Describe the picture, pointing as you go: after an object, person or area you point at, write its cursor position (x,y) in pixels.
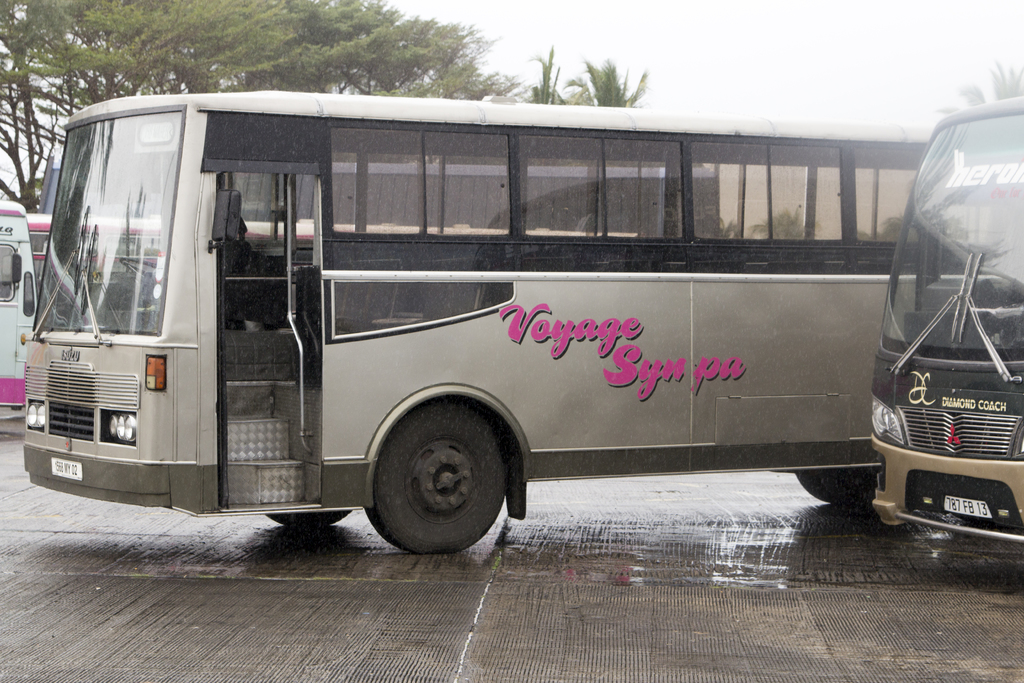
In this image we can see buses (255,184). In the background (369,76) there are trees (113,26) and sky (698,48).
